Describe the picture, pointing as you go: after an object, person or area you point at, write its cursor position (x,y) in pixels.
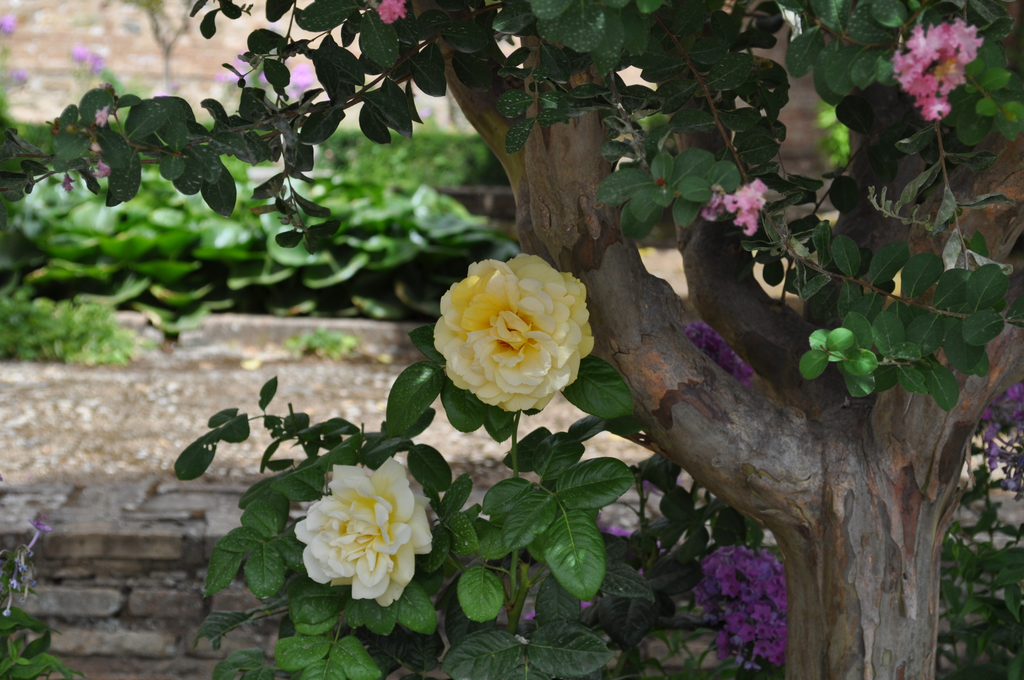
In this picture there is a flower plant (439,324) on the right side of the image (797,382) and there are other plants (234,248) on the left side of the image (164,222).
